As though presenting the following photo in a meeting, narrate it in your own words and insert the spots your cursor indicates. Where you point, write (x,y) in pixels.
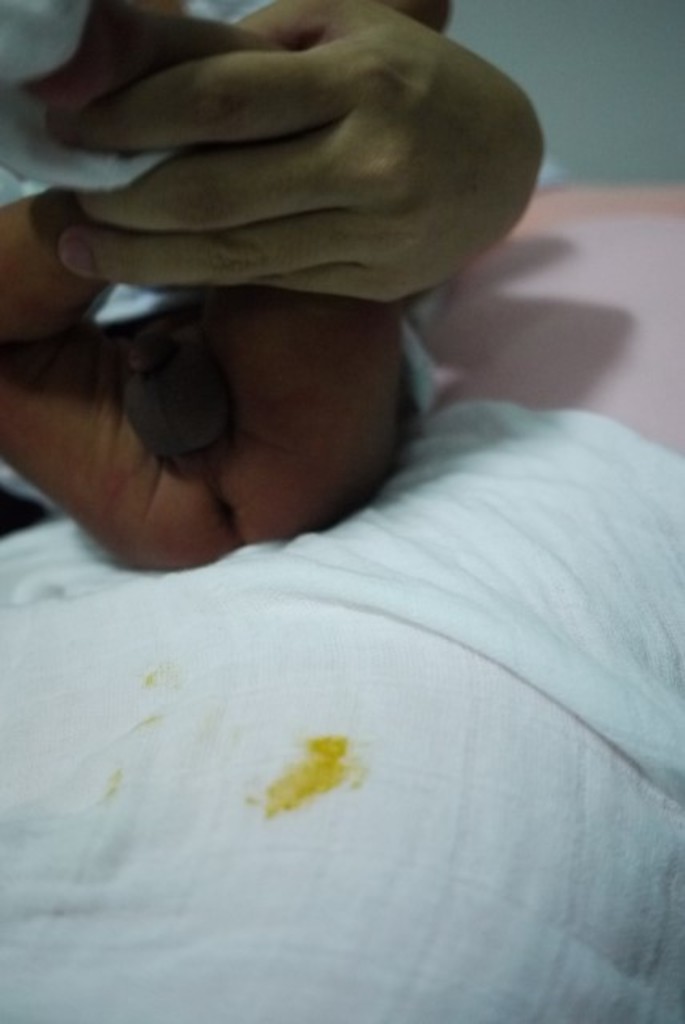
A person (312,209) is holding a baby legs (47,253). Under this baby (191,549) there is a white cloth (285,553).
